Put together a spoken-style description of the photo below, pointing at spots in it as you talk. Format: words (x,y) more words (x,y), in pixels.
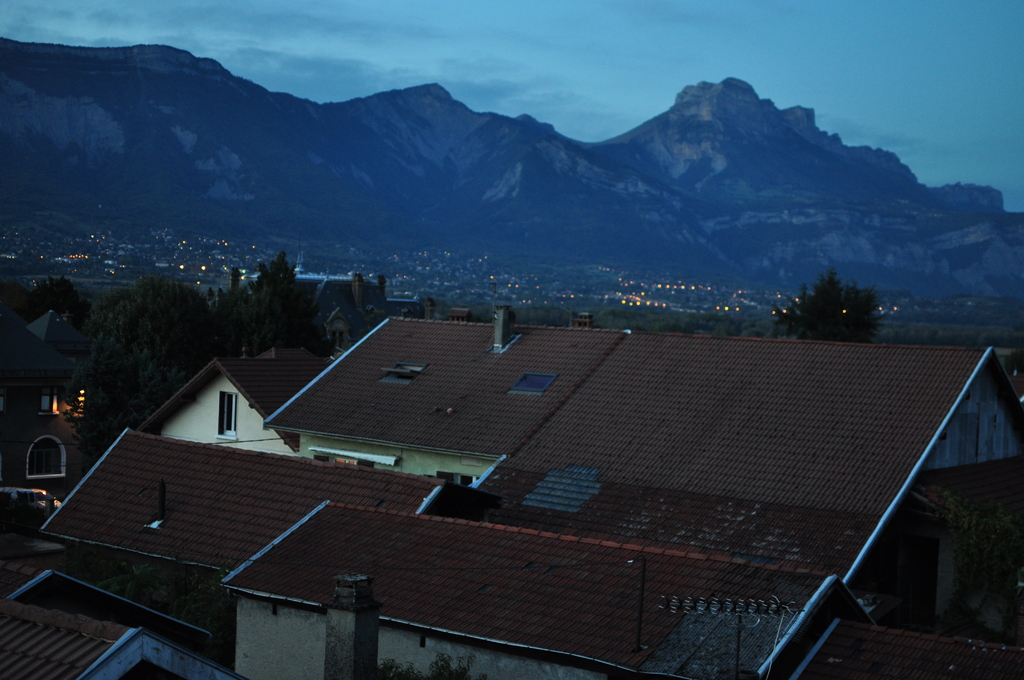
In the city (697,563) there are many houses (294,557) and there are some trees (310,334) in between the houses (453,439), in the background (37,94) there are very huge mountains (580,147).
